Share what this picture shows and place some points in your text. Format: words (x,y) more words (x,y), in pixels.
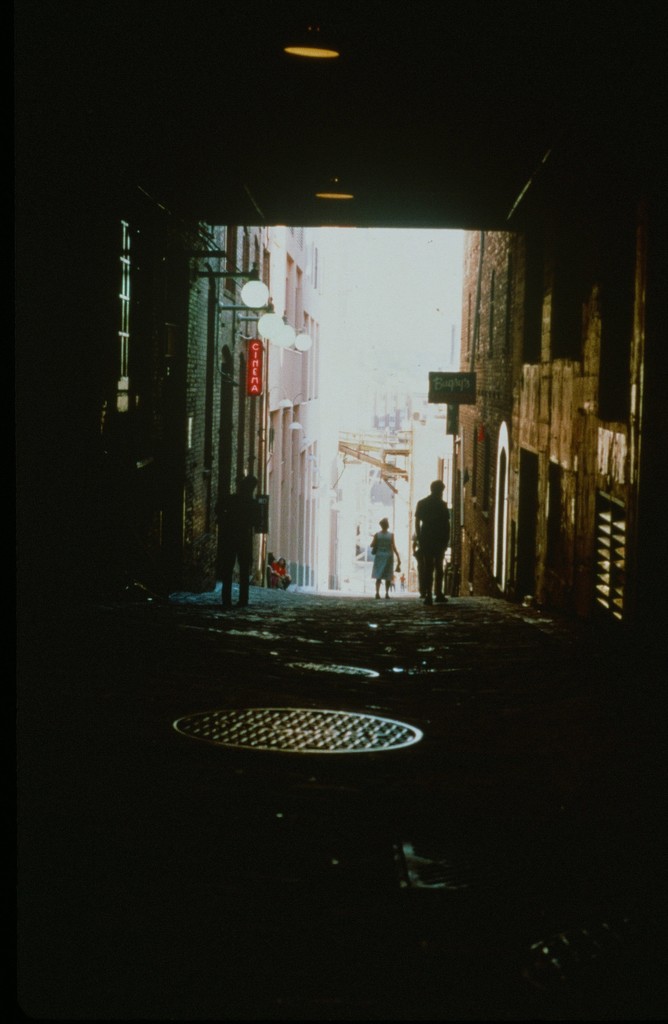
In this picture we can see few persons (430,584). There are buildings (510,345), boards (469,378), poles (210,360), and lights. In the background (414,302) there is sky (417,268). Front it is dark.
